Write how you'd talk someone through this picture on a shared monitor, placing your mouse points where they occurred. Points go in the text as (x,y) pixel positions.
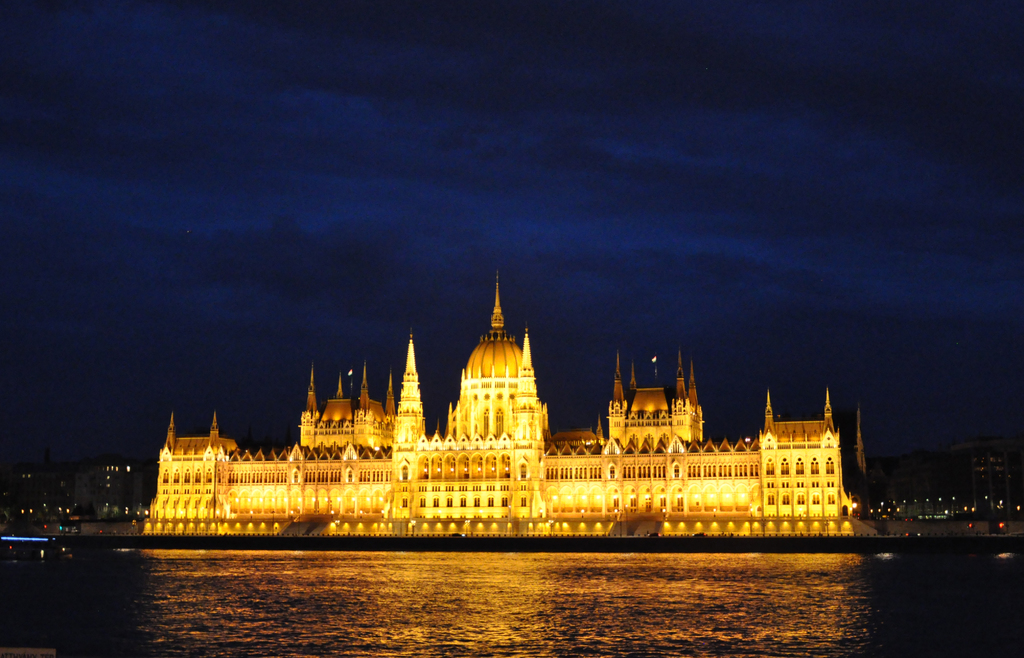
This image consist of a building (381,456) along with the light (420,519). At the bottom (493,622), there is water (493,622). At the top (462,200), there are clouds (454,199) in the sky (394,277).
